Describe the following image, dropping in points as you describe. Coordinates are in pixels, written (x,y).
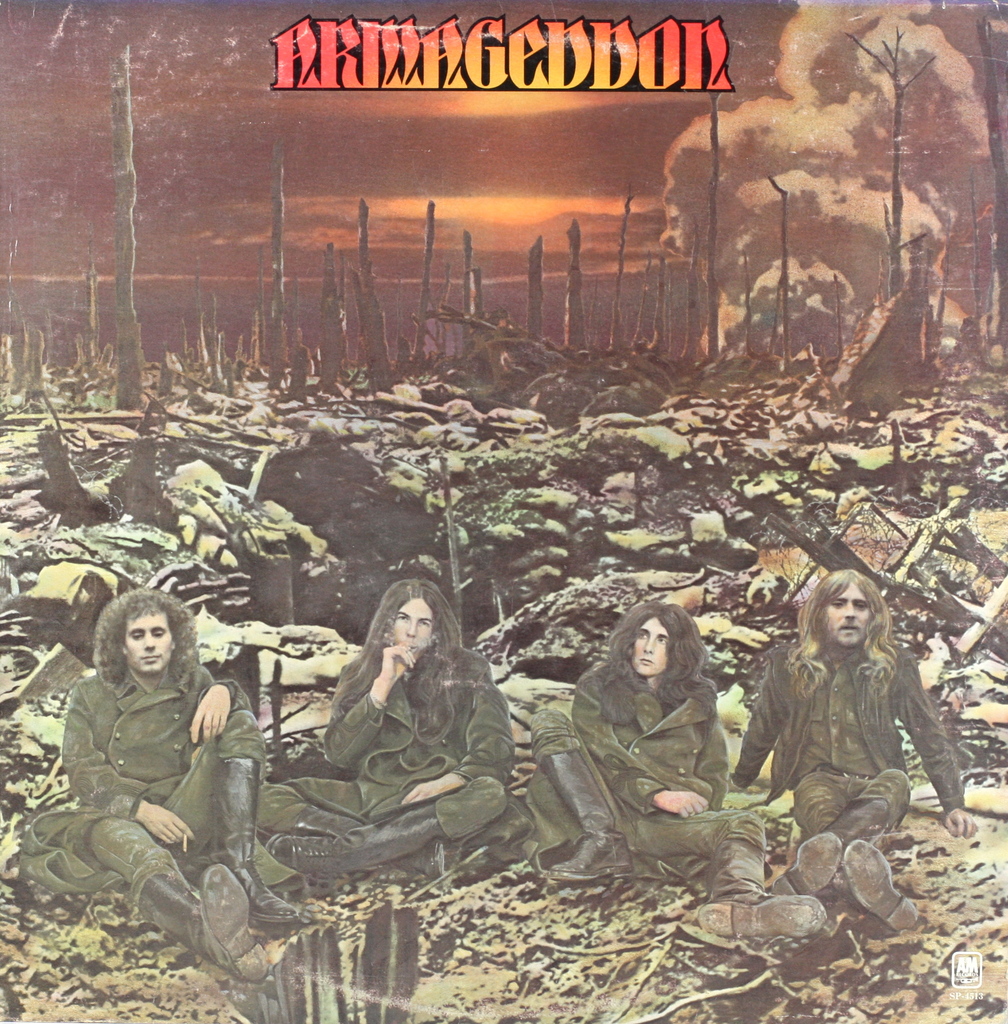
This is a poster (157,933), here we can see a group of people (84,871) sitting on the ground (813,988) and in the background (1002,704) we can see wooden poles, some objects (993,722) and some text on it.
